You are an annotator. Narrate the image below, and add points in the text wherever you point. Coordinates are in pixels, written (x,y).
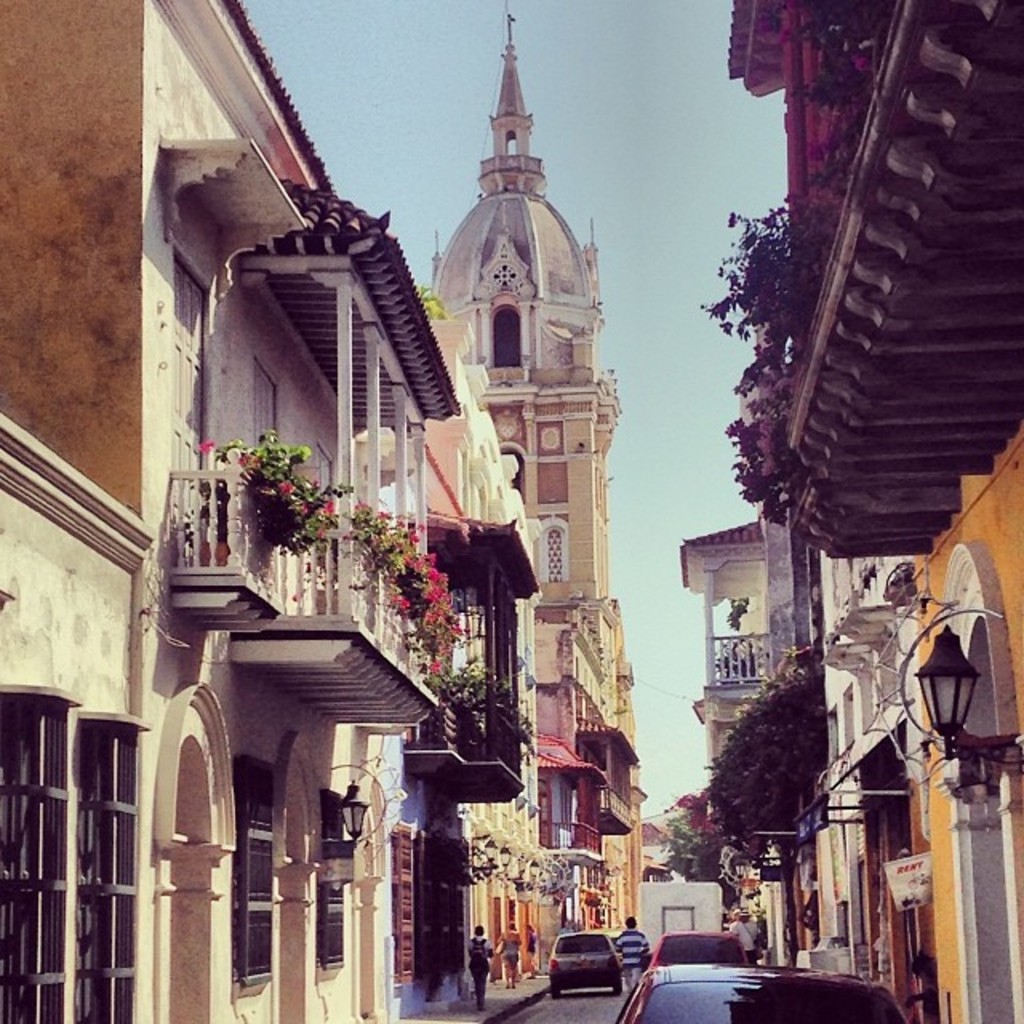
This picture is clicked outside. In the center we can see the vehicles (603,975), group of persons (751,946) and wall mounted lamp (961,722). On both the side we can see the buildings (387,618), flowers (431,578) and the leaves (752,259) and we can see a tower (474,296) and some other objects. In the background (657,125) we can see the sky (675,169).
